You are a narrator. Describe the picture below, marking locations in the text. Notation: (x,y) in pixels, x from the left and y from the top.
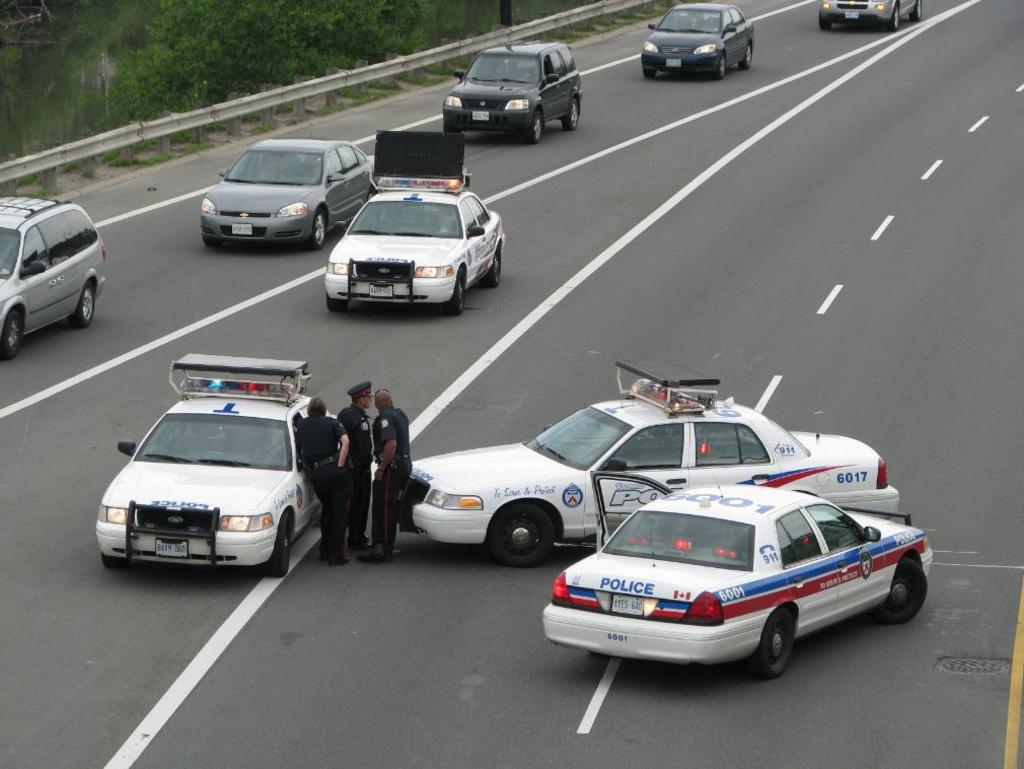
In this image, we can see few vehicles (481,514) on the road (517,329). Here we can see white lines (623,62). In the middle of the image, we can see few people (367,526) are standing on the road (360,596). Left side (312,50) top corner, we can see railing (150,137), plants (289,82) and grass (124,162). Here we can see a pole (507,12).
